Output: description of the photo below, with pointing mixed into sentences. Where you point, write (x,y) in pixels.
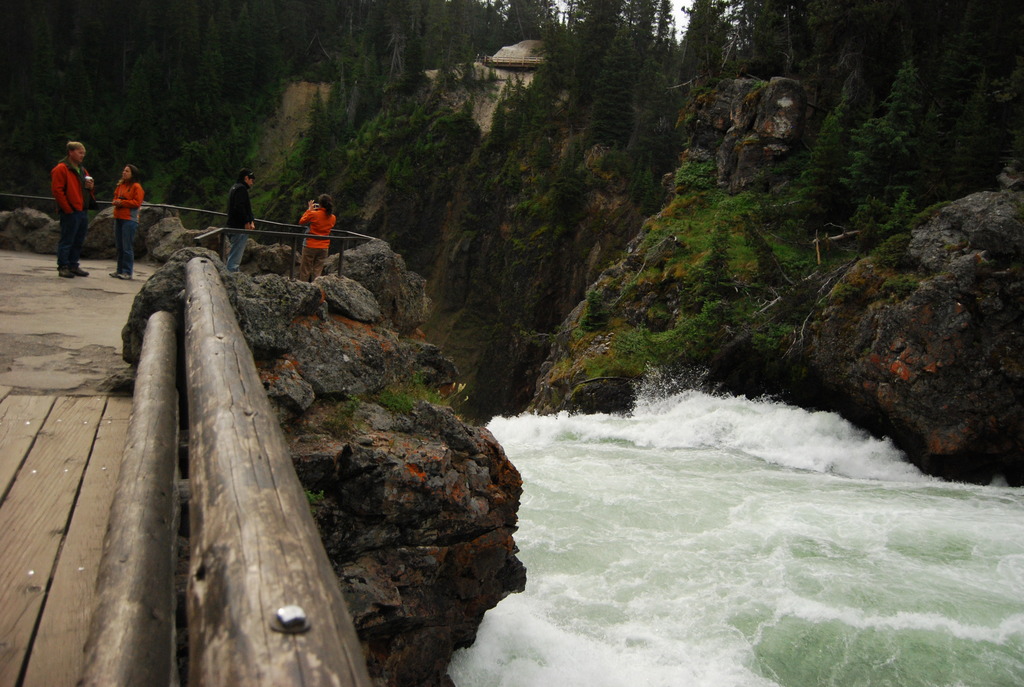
This image is taken outdoors. On the left side of the image (71,419) there is a wooden platform (71,419). There are many rocks (300,403). A few people (124,194) are standing on the floor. In the background (805,218) there are many trees (543,86) and plants (521,98). There are many rocks (564,369). On the right side of the image (749,529) there is a waterfall (705,611).
